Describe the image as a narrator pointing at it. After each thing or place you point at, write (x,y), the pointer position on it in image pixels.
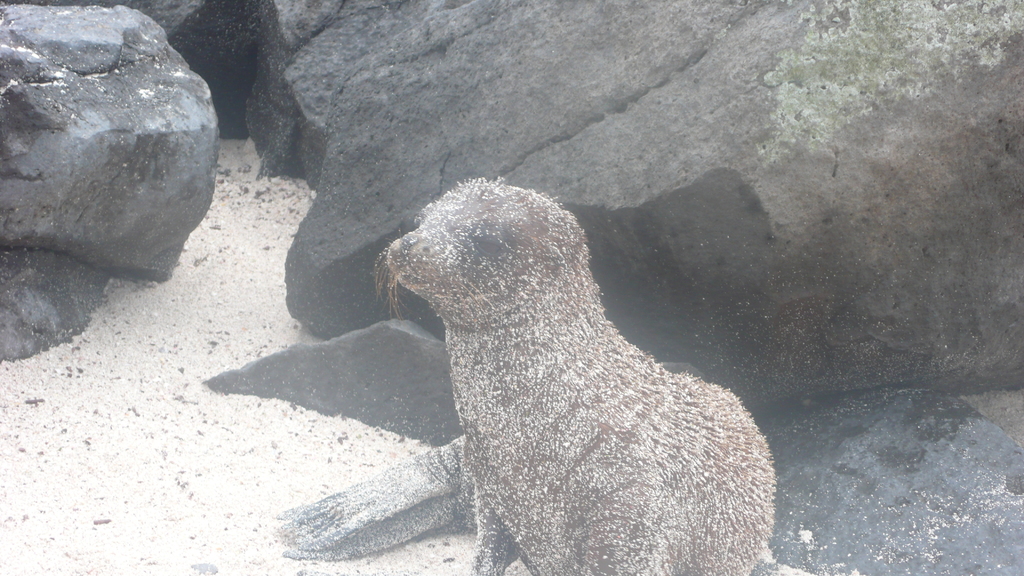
In this picture I can see the seal (433,299). I can see the rocks (448,135) in the background (392,143).
